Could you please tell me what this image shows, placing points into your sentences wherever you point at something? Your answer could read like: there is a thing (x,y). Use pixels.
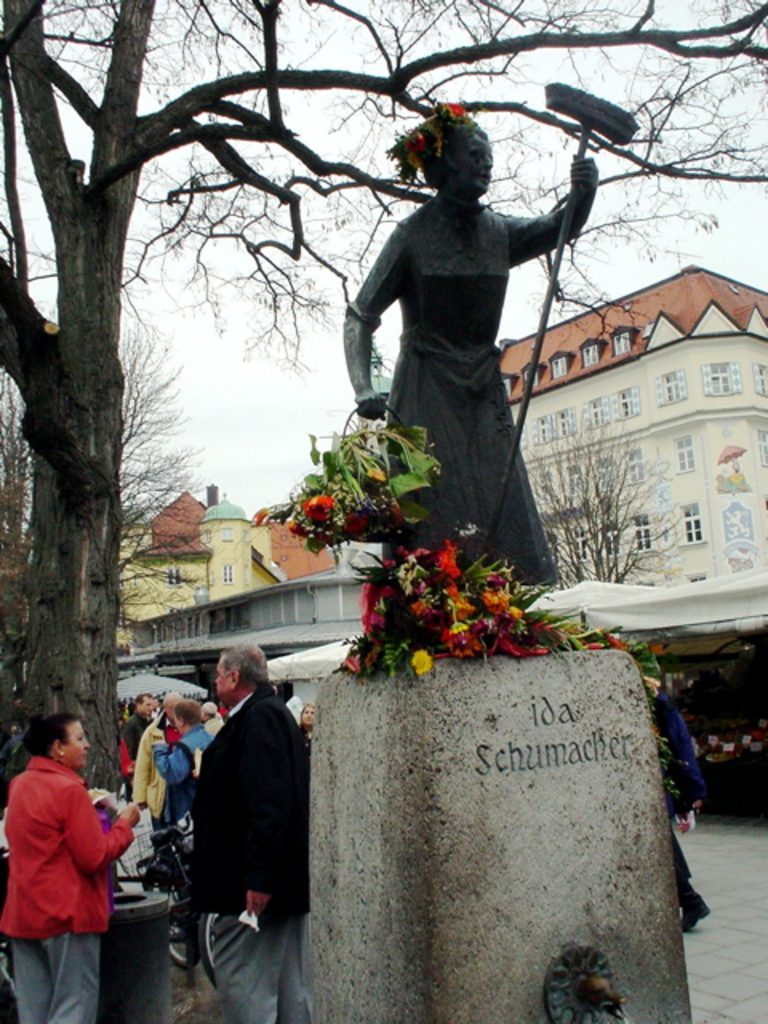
This is an outside view. Here I can see a statue (459,372) of a person (463,256) on the pillar (504,887). Beside this statue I can see flower bouquets (403,552). On the left side (112,832) I can see few people (233,785) are standing on the ground (191,967) and also there is a tree (92,535). In the background (180,578), I can see some buildings (210,561). On the right side (690,804) there is a person (682,872) walking on the road (729,931). On the top of the image (740,216) I can see the sky (261,374).
